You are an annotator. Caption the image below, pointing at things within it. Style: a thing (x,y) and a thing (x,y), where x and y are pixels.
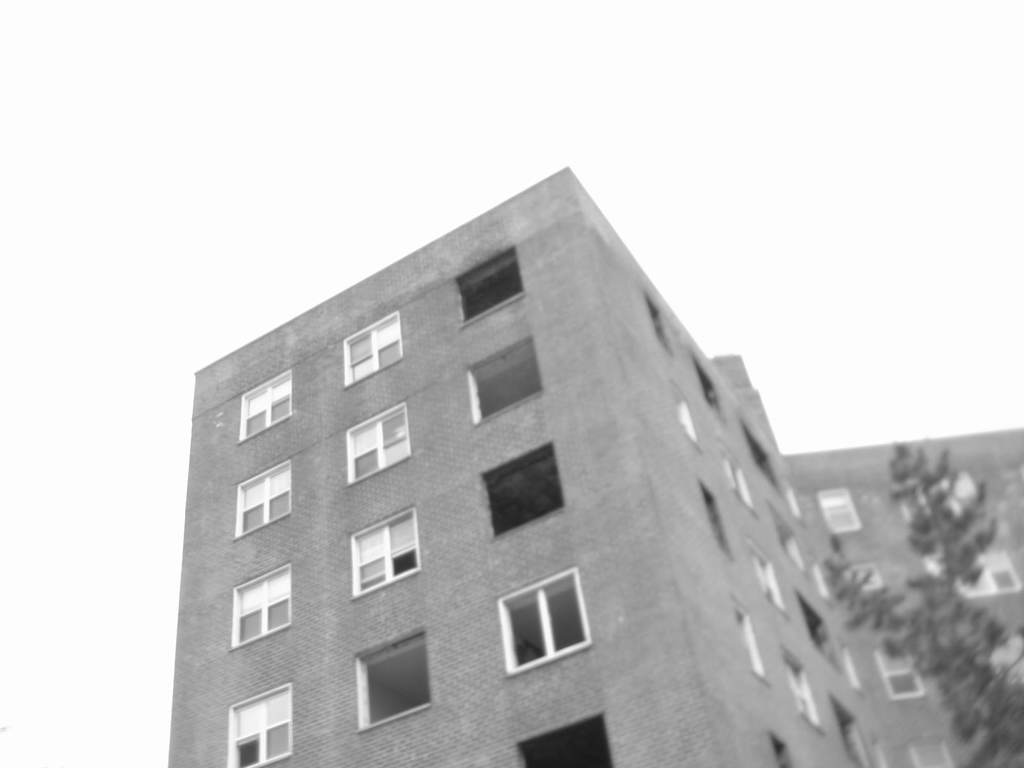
In this picture we can see a tree (925,493), building (652,538) with windows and in the background (515,73) we can see white color.
